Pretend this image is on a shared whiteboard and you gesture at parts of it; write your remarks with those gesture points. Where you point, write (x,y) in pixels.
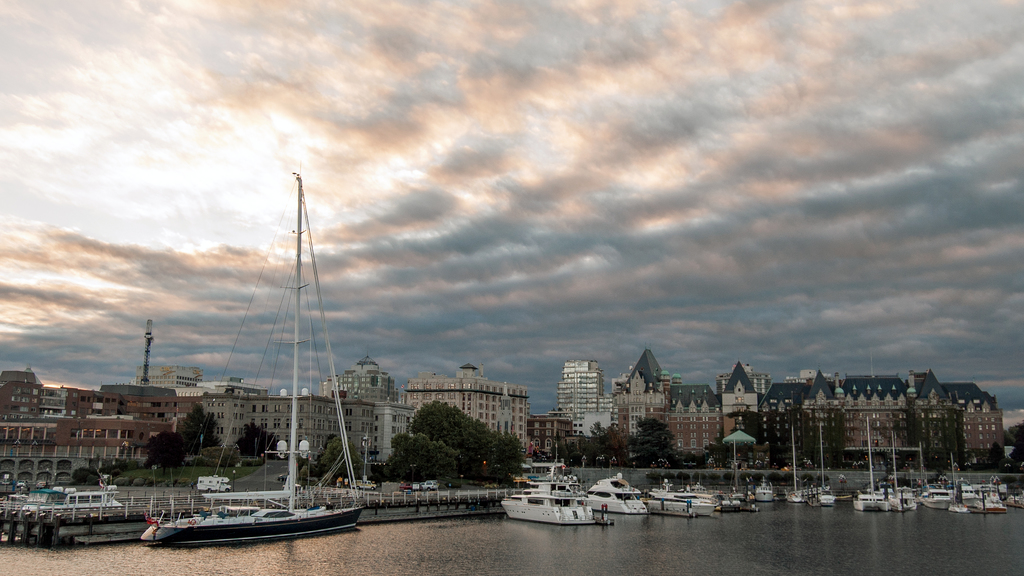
In this image on the foreground (218,528) on the water body (380,536) there are many boats (229,528). This is fence (405,491). In the background (459,447) there are buildings (772,433), trees (461,457). The sky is cloudy.
